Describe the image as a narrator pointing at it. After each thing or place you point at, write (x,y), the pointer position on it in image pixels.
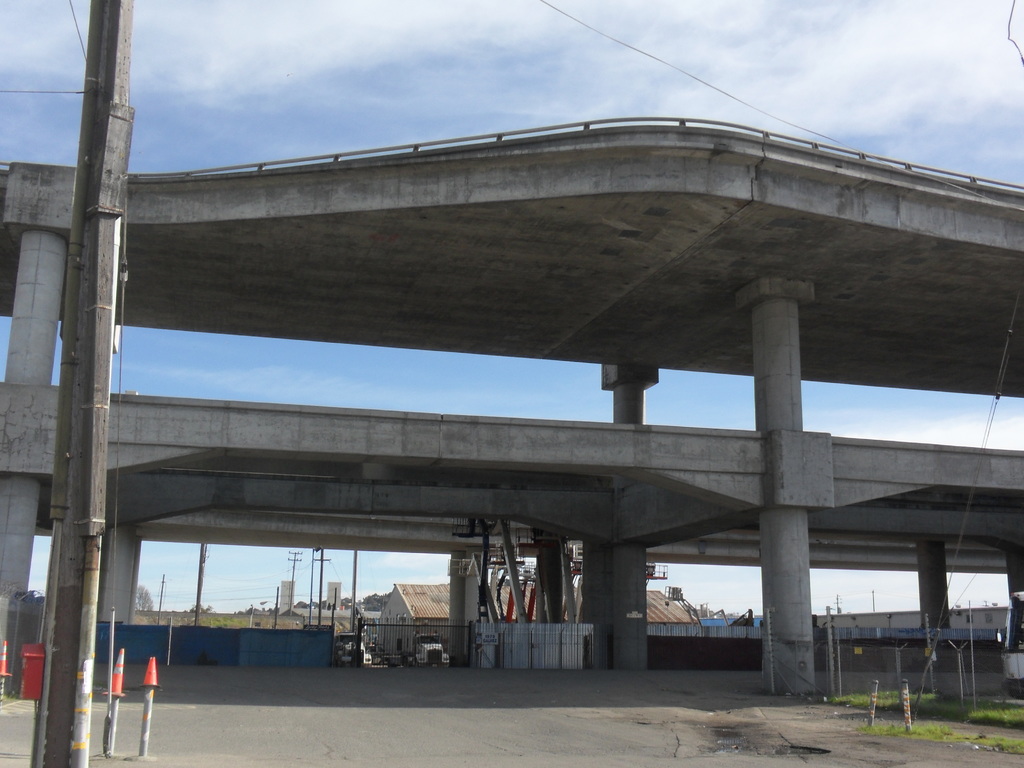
This image consists of a bridge (635,535) along with pillar (23,369). On the left (78,400), there is a pole (108,200). At the bottom (392,718), there is a road (661,726). In the background (373,611), there are small houses (332,611). At the top (380,13), there are clouds (946,64) in the sky (475,24).
